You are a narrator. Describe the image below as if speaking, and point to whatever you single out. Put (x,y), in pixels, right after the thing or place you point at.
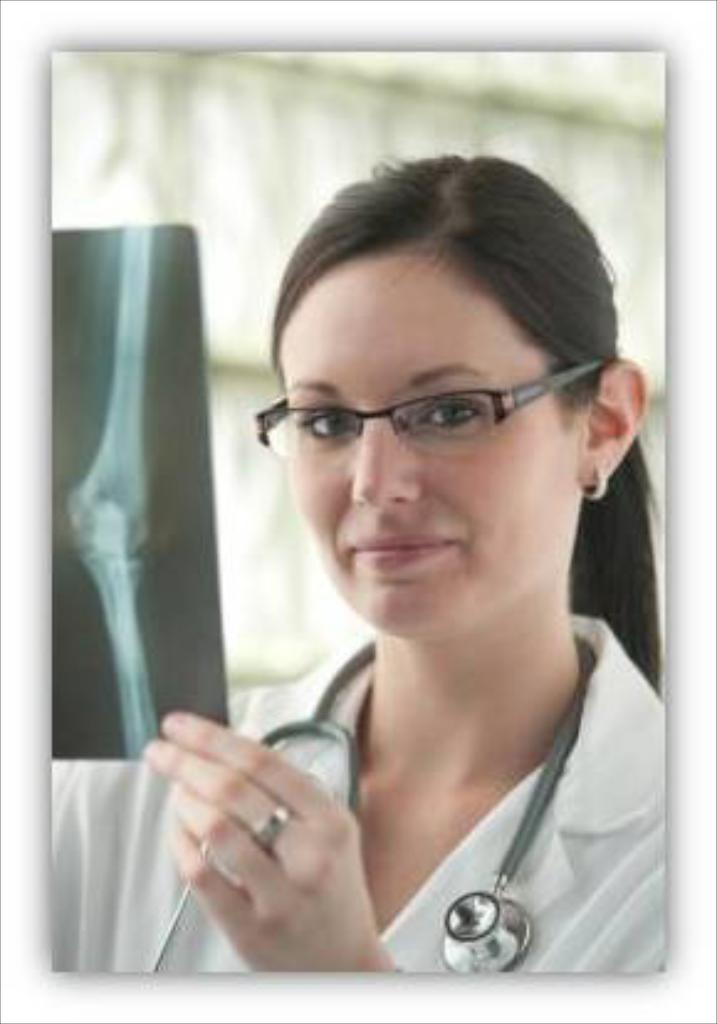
In this image I can see a person (239,822) holding x-ray sheet (127,735). The person (467,868) is wearing white color coat (530,892) and stethoscope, and I can see white color background (593,133).
